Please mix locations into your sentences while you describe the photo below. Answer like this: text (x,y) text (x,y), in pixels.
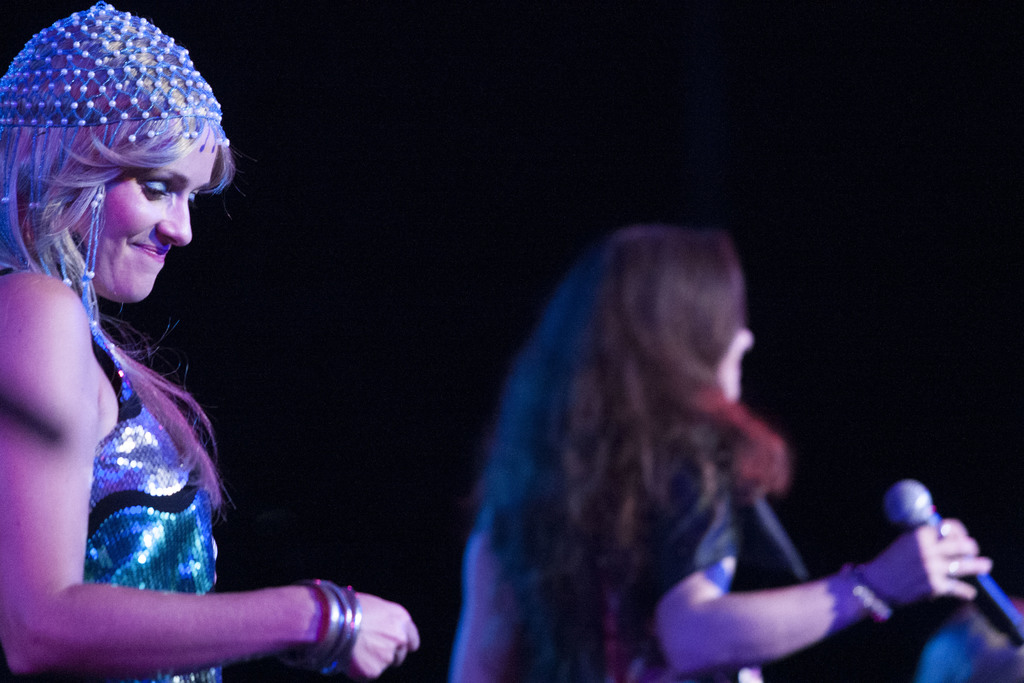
This picture shows a woman (159,657) with a smile on her face (150,210) and other woman (544,493) holding a microphone (886,508) in her hand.
